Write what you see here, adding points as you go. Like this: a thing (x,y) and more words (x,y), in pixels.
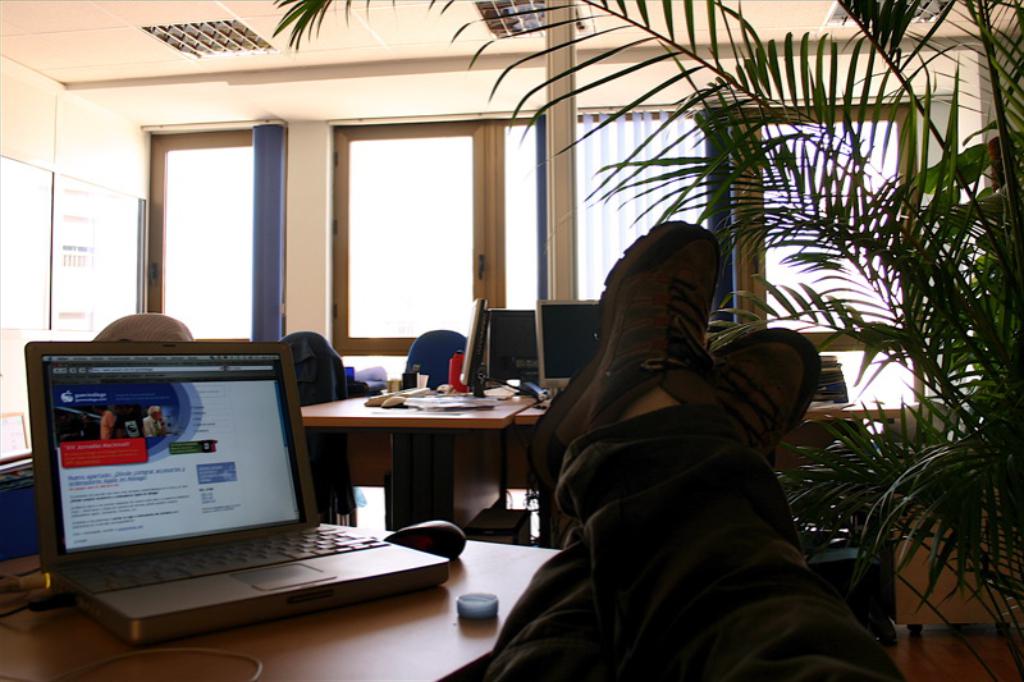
In this picture I can see a person's leg (658,440). I can also see shoes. In the background (488,401) I can see tables (238,633) on which I can see laptop (219,511), monitors (490,374) and other objects (459,368). On the right side (942,264) I can see tree (915,271). On the left side (75,149) I can see wall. In the background (73,286) I can see windows (58,242).
